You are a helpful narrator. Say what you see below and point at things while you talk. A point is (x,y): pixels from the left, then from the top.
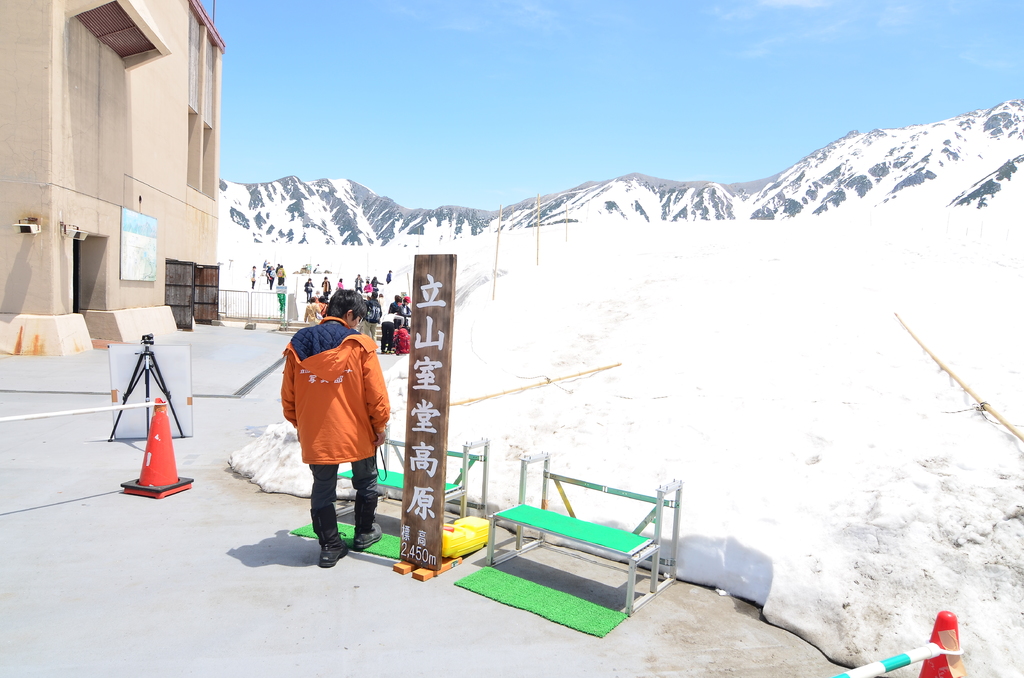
In this image I can see the person (312,450) wearing an orange, blue and black color dress (322,455). To the side of the person (304,422) I can see the benches (648,556), traffic cones (150,442) and boards (136,434). To the right (789,339) I can see the snow (676,380). In the back (386,337) I can see the group of people (380,309) with different color dresses (391,334). To the left (167,128) I can see the building (101,136). In the background (570,218) I can see the mountains (952,177) and the blue sky (553,89).
